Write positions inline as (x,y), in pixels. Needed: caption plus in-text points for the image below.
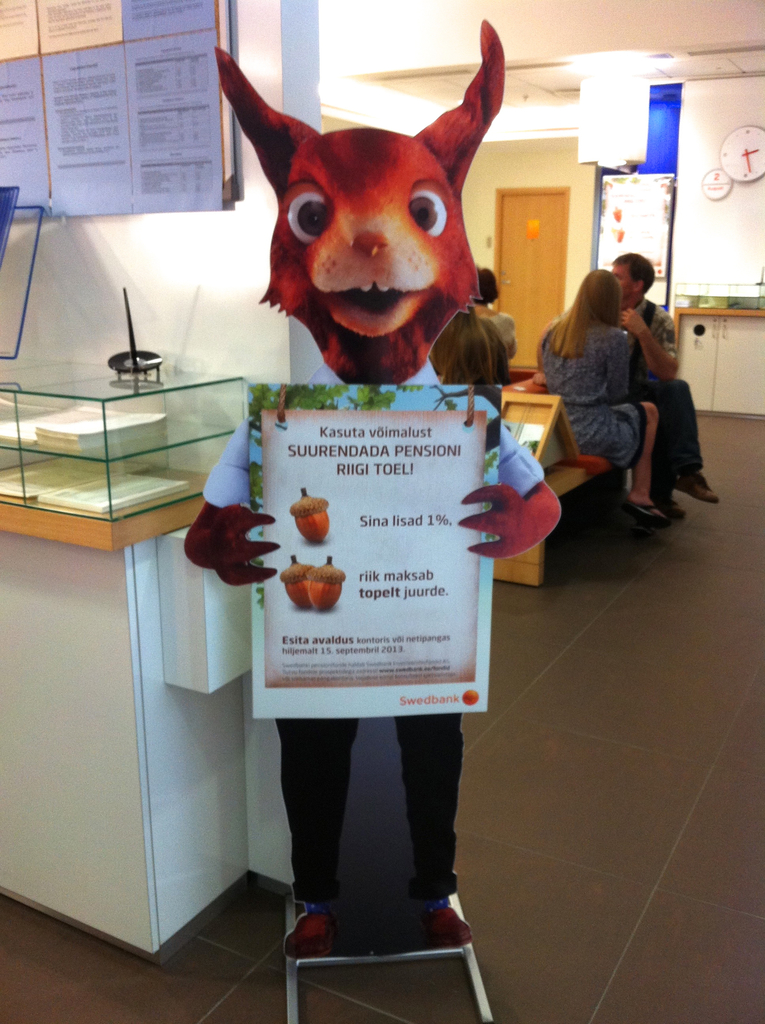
In this picture we can see a toy (193,531). There are few people (481,361) sitting on the chair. There are few papers (110,121) on the wall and on the desk (10,813). We can see a wall clock (722,155). There is a door (537,240) in the background (537,246). We can see some lights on top (571,115).
